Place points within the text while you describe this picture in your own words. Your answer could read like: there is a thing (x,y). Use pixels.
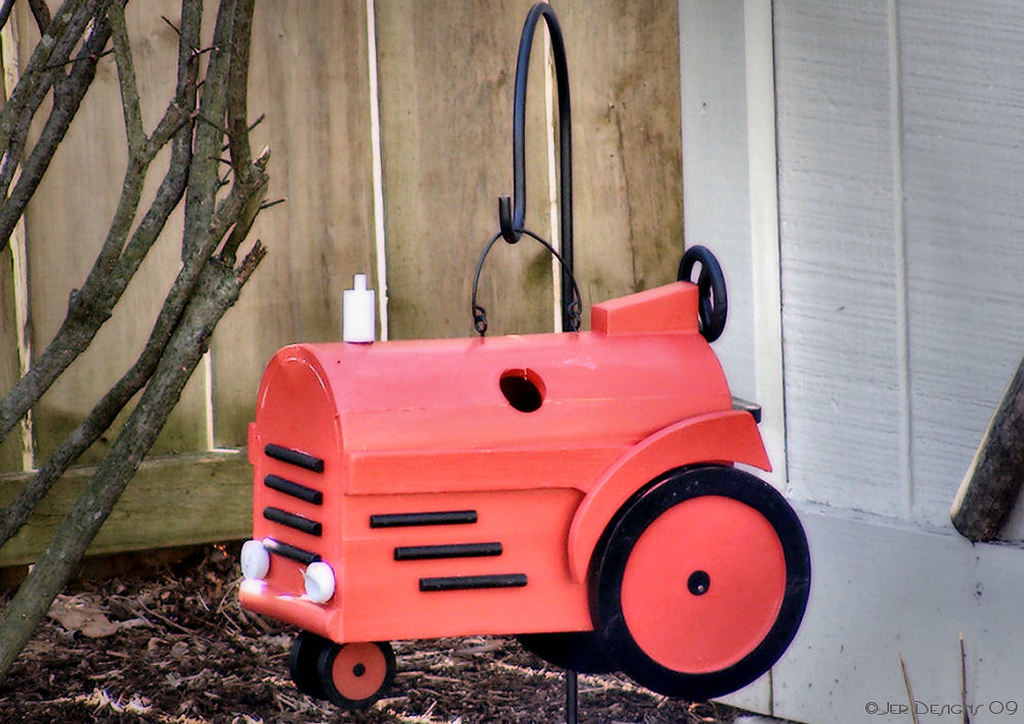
In this image there is a small red colour vehicle (499,449) hanging above the ground (419,640). On the left side (181,337) there are wooden sticks (125,382). In the background (368,128) there is a wooden wall (388,151).
